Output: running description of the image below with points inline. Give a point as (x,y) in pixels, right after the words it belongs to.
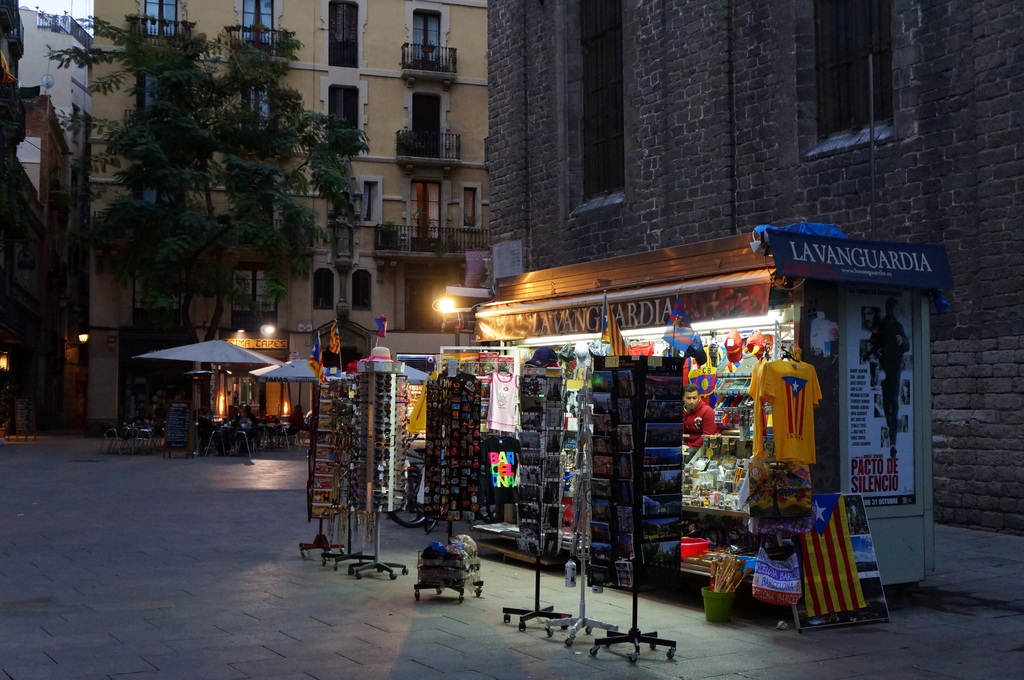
This picture is clicked in the city. In this picture, we see a stall (511,289) in which many items (653,404) are placed. Beside that, we see flags (816,550) in different colors. We see a poster (853,375) in white color is pasted on the stall (817,440). Behind that, we see a building (782,140) which is made up of bricks (695,120). There are chairs (232,431) and tables (279,421). We see people (232,416) are sitting on the chairs (274,434) under the white tents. There are buildings (27,44) and trees (269,289) in the background (361,173).
